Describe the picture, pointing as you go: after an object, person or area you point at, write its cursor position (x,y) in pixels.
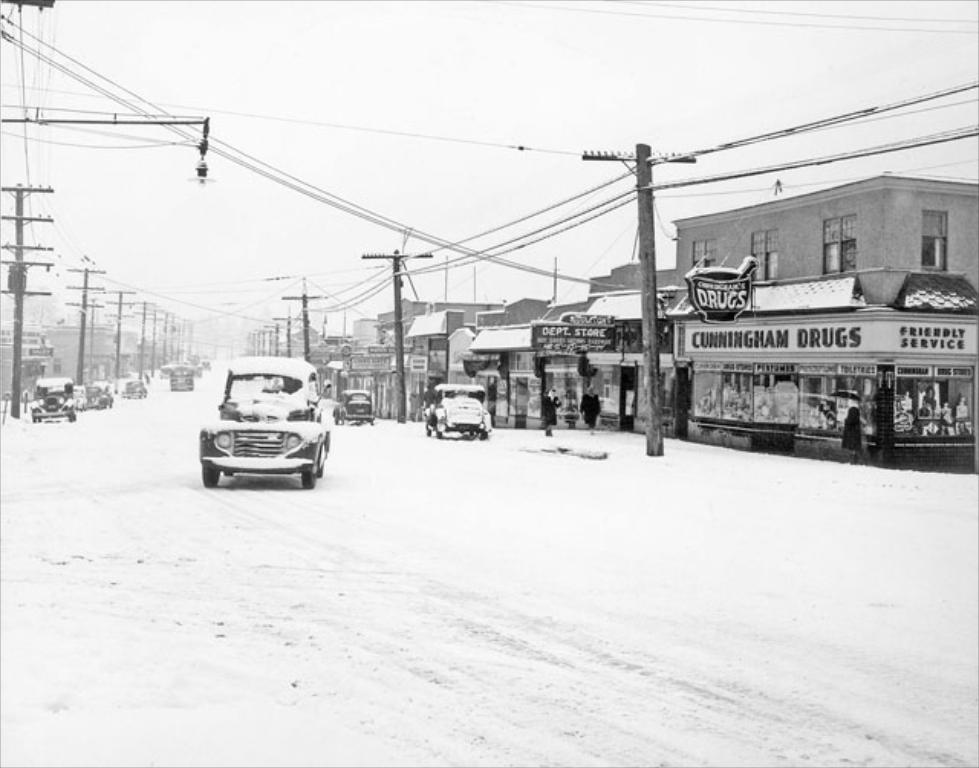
This is a black and white image, where there are vehicles (235,399) on the road (180,415), there are poles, buildings (442,305), and in the background (430,177) there is sky (367,152).
